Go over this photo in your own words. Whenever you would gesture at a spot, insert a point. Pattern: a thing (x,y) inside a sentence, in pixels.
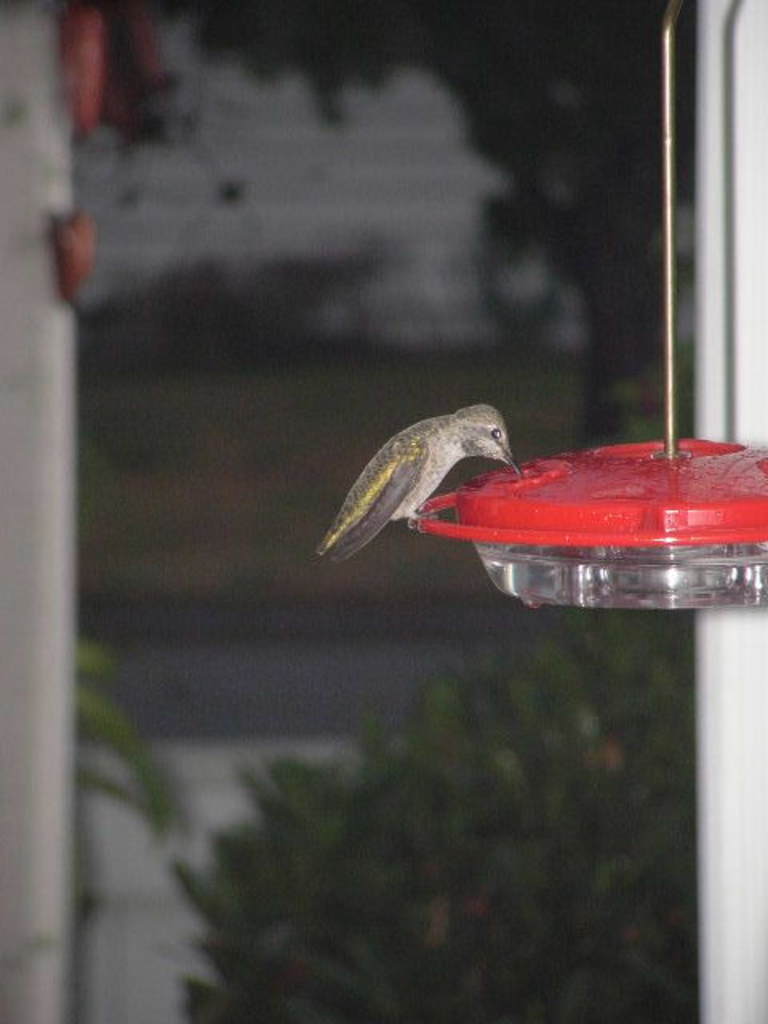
In this picture we can observe a bird (418,463) which is in grey color. This bird (462,441) is on the bowl (715,573) which is hanging. The bird (464,445) is drinking some water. We can observe a red color cap (642,511) on the bowl (699,579). In the background (420,869) we can observe some plants (485,814).
